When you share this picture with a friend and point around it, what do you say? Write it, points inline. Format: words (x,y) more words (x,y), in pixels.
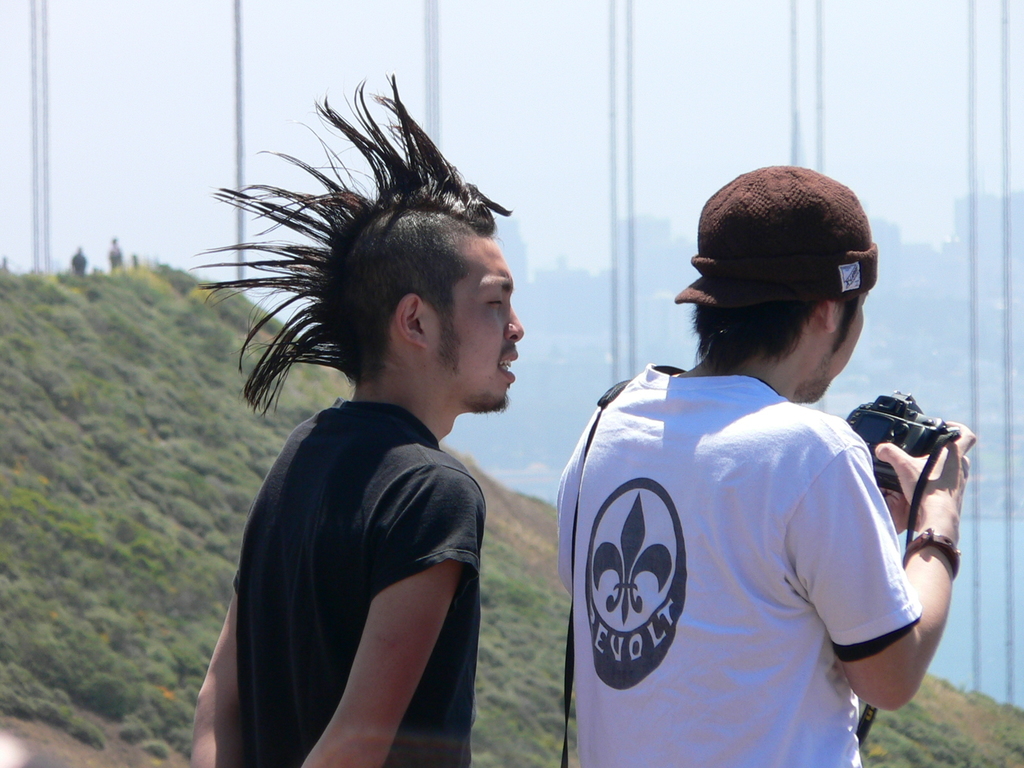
In this image, we can see people (661,591) standing and one of them is wearing a bag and holding camera (854,424) and wearing a cap (710,243). In the background (83,461), there is a hill (129,322) and we can see some people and there are cables (816,67).
